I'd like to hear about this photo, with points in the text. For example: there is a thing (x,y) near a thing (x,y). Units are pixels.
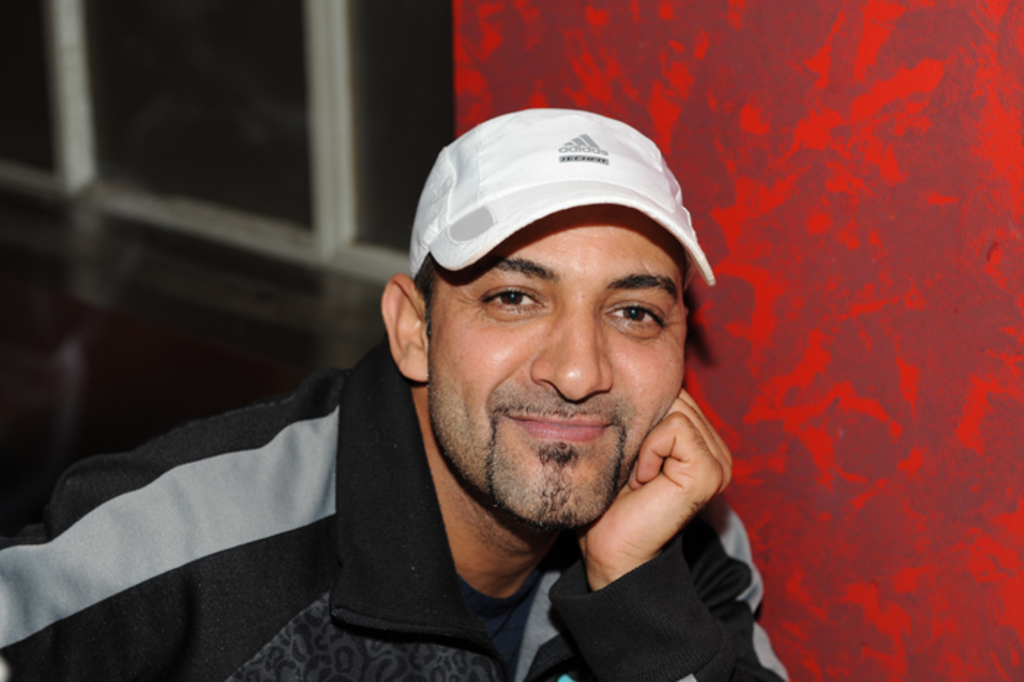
As we can see in the image there is a window (149,51), a man (481,167) wearing white color cap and black color shirt (358,565).
